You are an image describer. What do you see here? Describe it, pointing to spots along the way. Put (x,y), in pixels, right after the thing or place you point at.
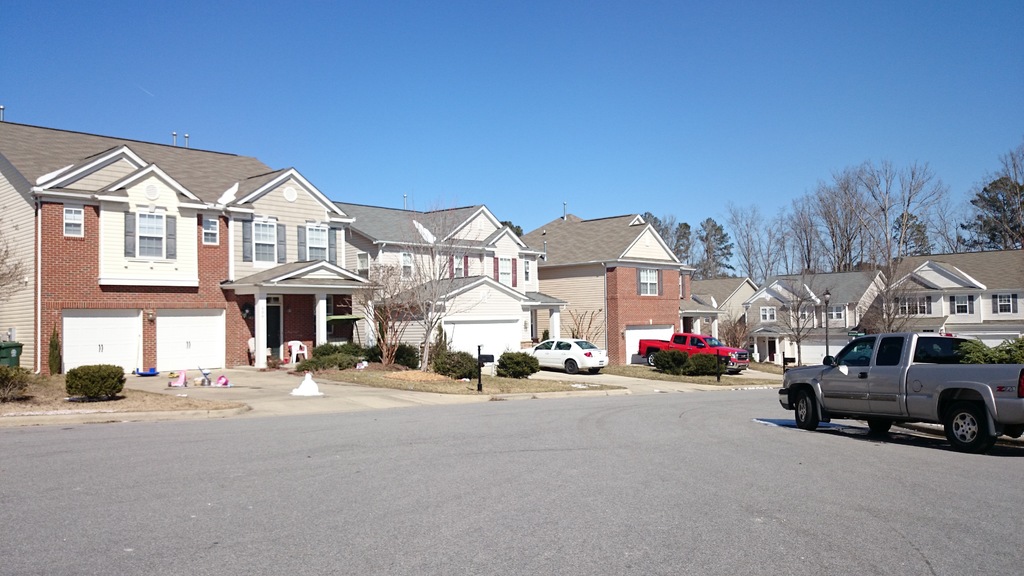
In this image there are so many houses (467,247) one beside the other. In front of the houses (471,294) there are cars (558,351) and trucks (689,334). At the bottom (648,513) there is a road (550,505) on which there is a truck (873,383). At the top (448,63) there is sky (455,68). In the background (986,202) there are trees (909,200).
